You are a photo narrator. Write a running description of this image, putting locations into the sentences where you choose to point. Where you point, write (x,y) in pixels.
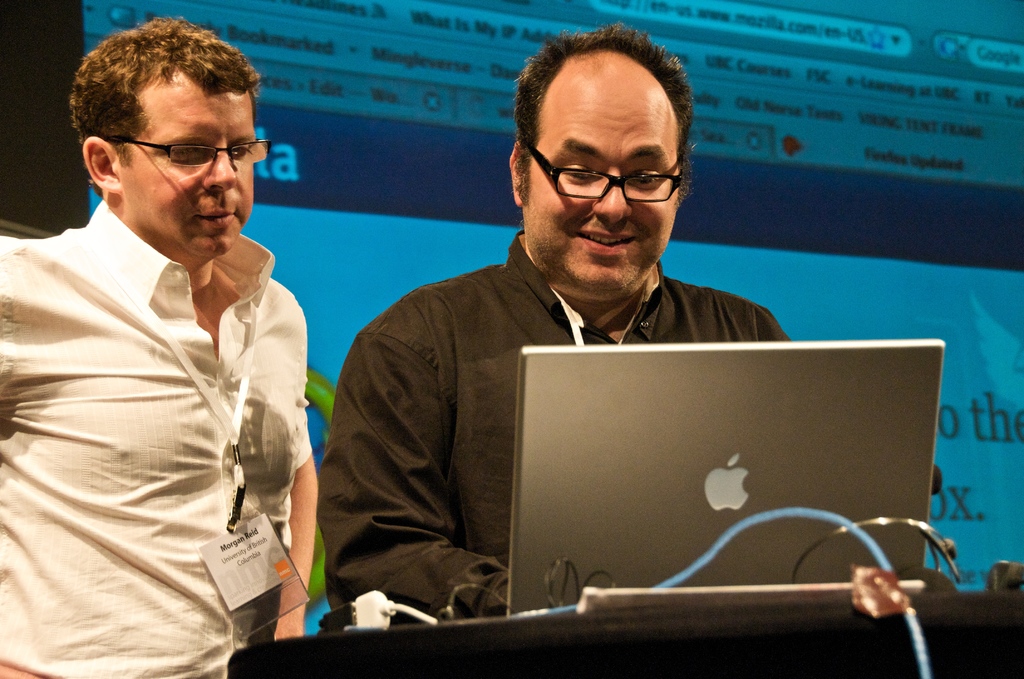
In this picture I can see there are two people (210,411) standing here and they are wearing a white shirt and a black shirt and in the backdrop (372,278) I can see there is a screen (879,255).
